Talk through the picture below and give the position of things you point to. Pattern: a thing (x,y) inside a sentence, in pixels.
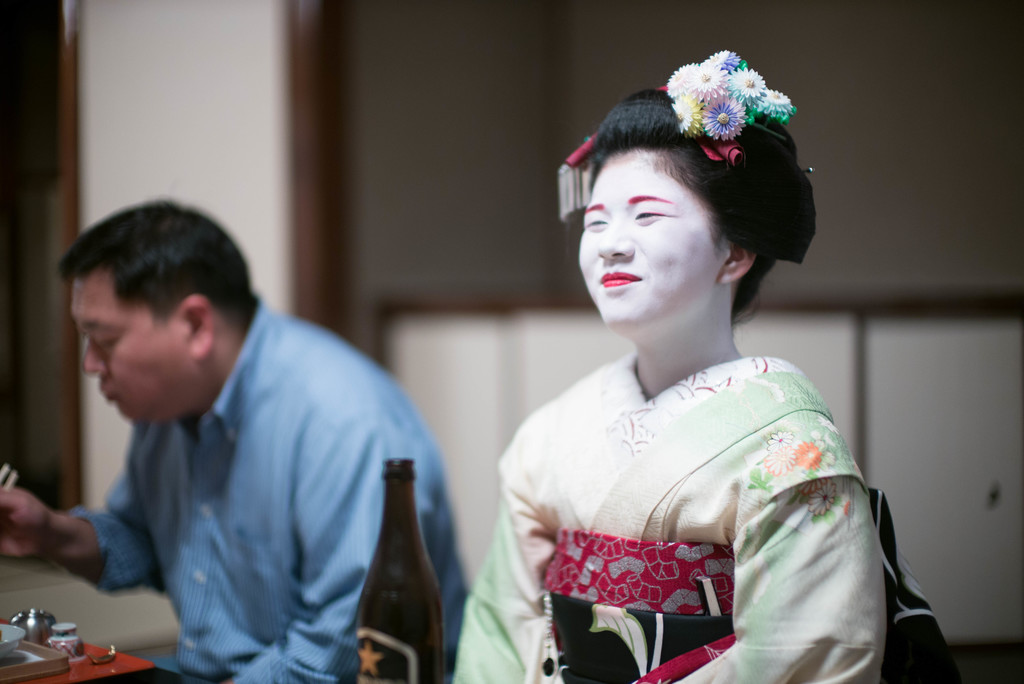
In this picture there is a woman (720,450) sitting and smiling and there is a man (268,411) sitting and holding the chopsticks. There are bowls (17,637) on the table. In the foreground (405,646) there is a bottle (405,646). At the back (246,159) there is a wall (362,159).
